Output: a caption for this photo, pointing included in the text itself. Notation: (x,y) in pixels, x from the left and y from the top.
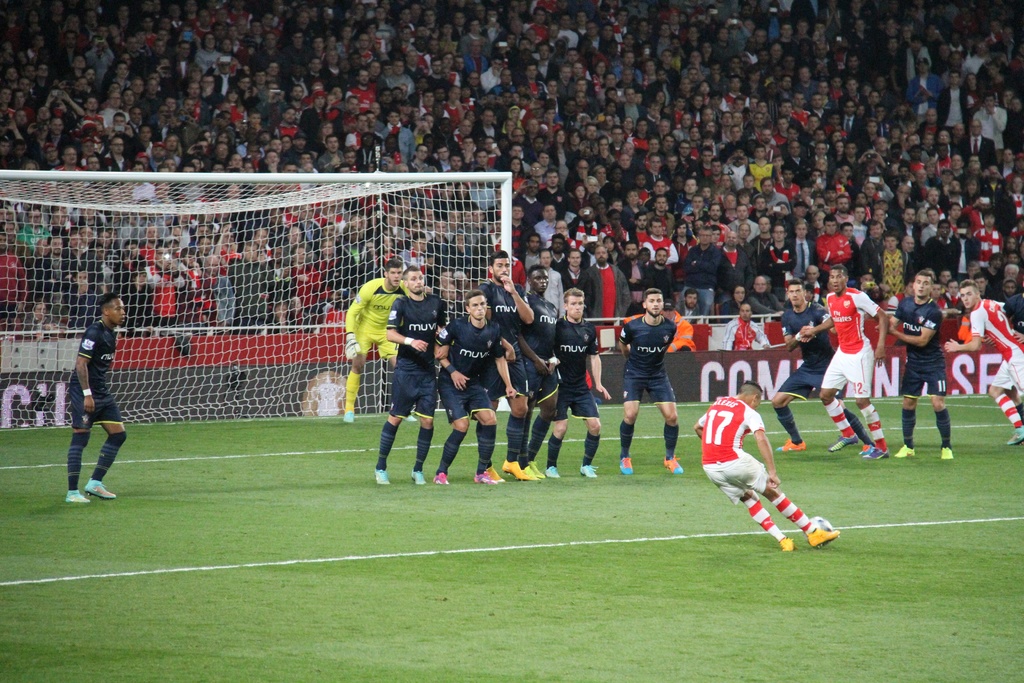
In the image there are football players (428,375) in the ground (975,570) and behind the ground (761,530) there is a huge crowd (592,193).
